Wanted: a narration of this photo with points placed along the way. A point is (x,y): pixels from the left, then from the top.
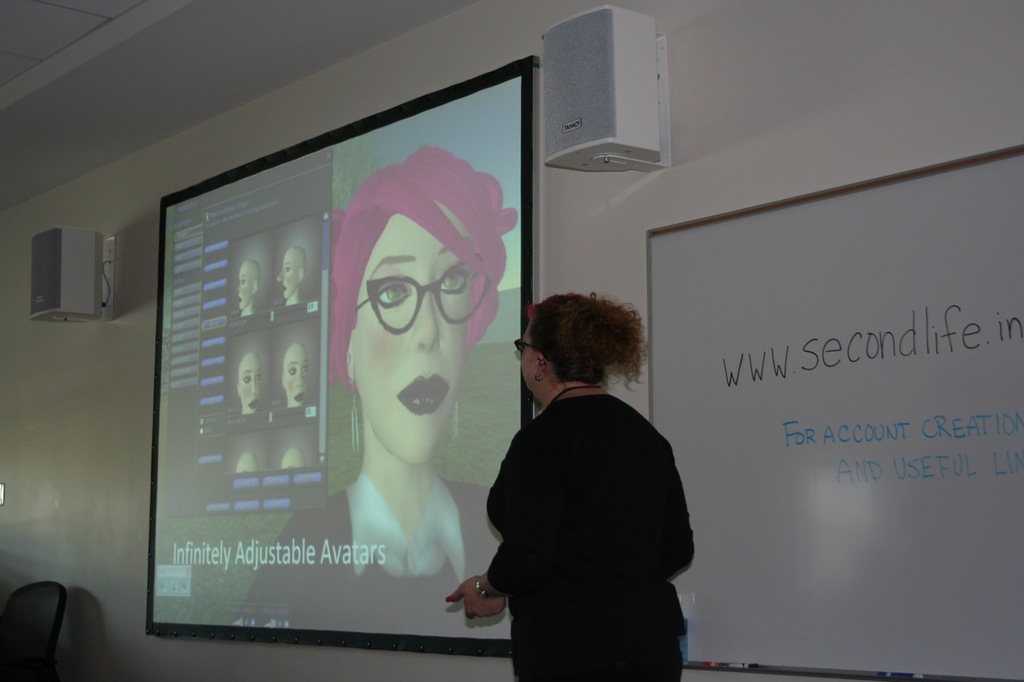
In this image I can see a woman (674,515) is standing and I can see few speakers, a projector's screen (378,254), a white board (691,297), a black chair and here on this board (935,327) I can see something is written. On this screen (237,309) I can see few faces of cartoons (451,181).
